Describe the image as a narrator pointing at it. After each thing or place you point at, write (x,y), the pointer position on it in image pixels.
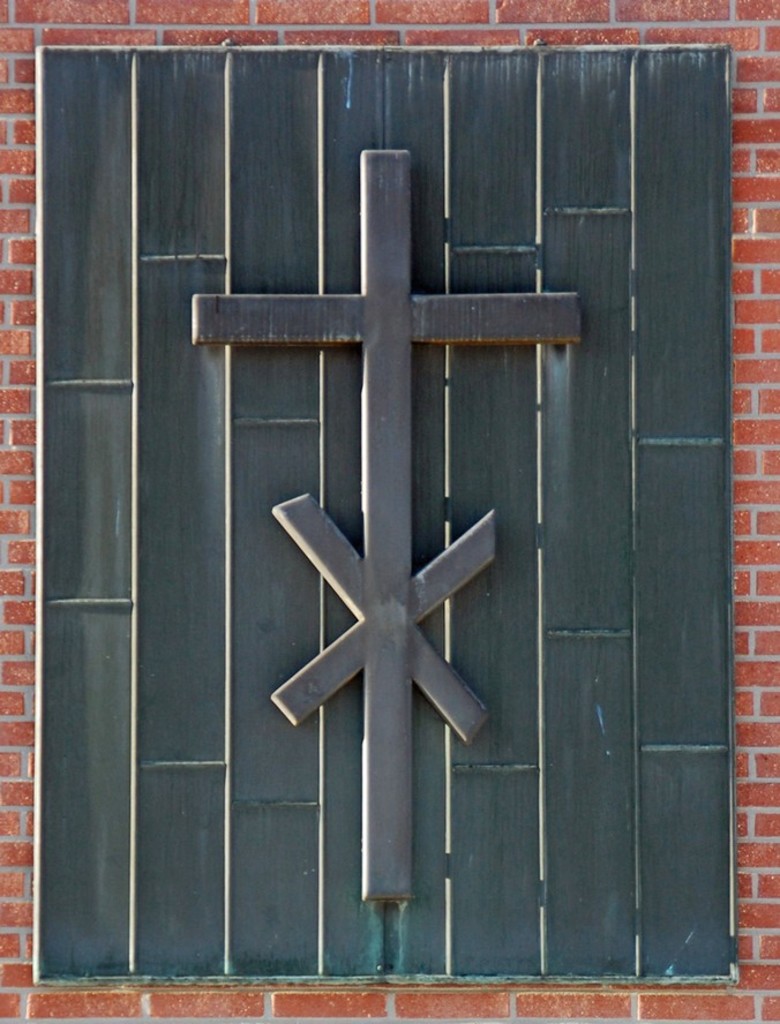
In the foreground of this image (598,539), it seems to be a metal panel (472,585) on a wall (511,993).
